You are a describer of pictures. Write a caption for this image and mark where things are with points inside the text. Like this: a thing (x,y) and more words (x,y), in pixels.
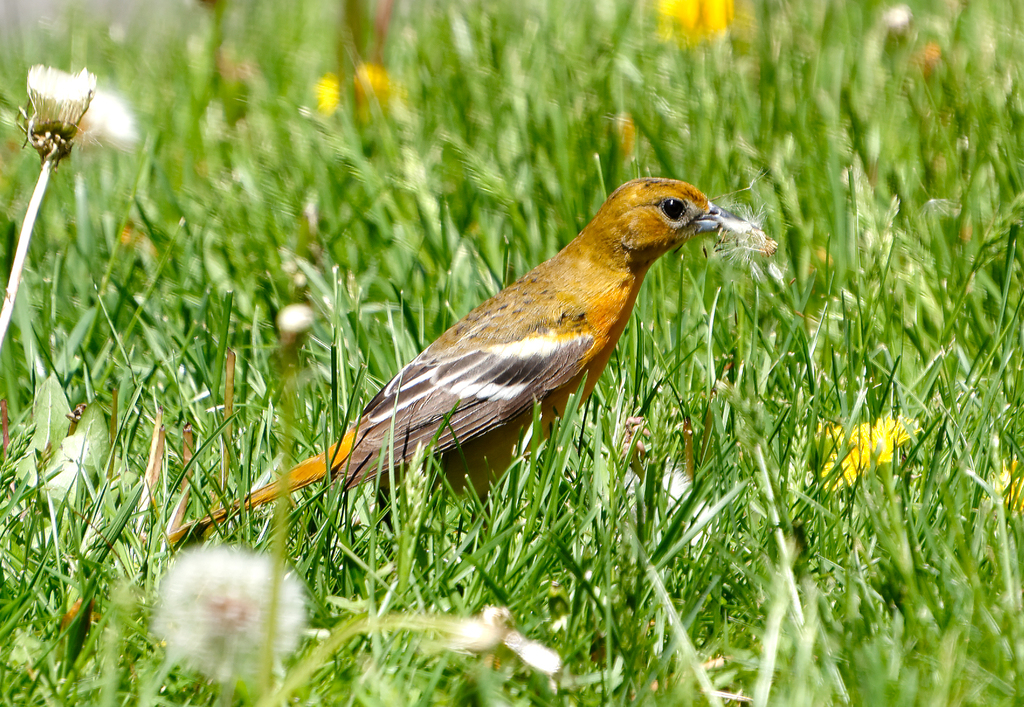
In this image there is a bird (264,501) on the grass (797,161) and we can see the flowers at the bottom of the image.
